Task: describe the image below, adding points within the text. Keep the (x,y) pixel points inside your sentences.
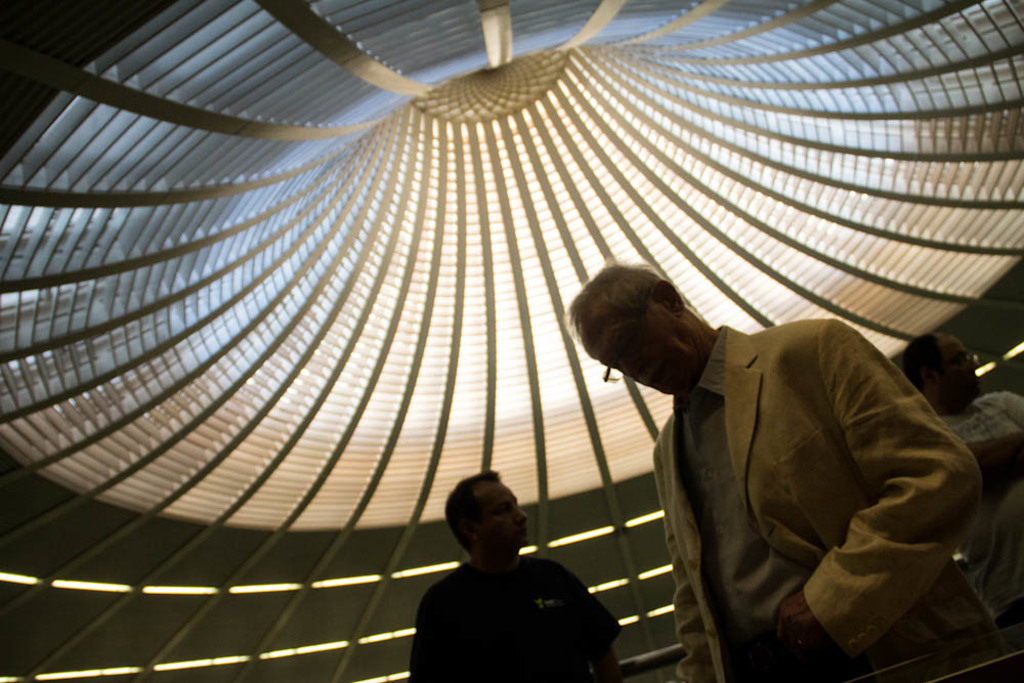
In this picture I can see the inside view of a building (479,142) and I see 3 men (945,535) in front (852,571) who are standing. I can see that the man (957,521) in front (846,489) is wearing formal dress (681,426).
